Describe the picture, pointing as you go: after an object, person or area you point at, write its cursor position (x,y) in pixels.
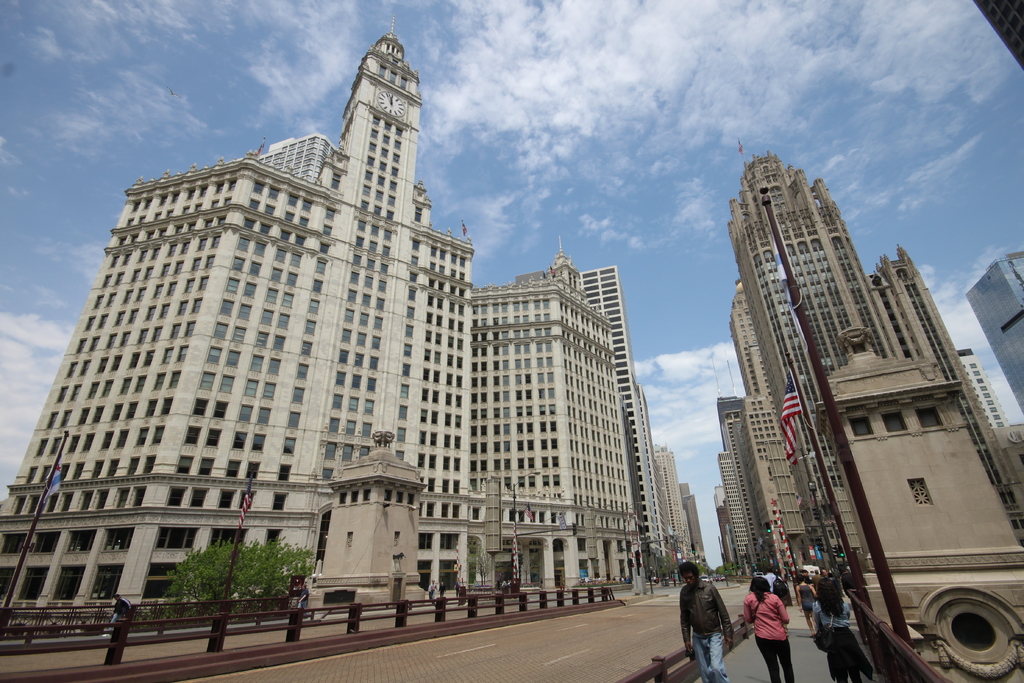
In this image we can see a group of buildings (496,336). In front of the buildings (177,541) we can see a few trees (210,582) and persons (709,596). At the bottom (875,622) we can see barriers (893,653) and poles (843,535) with flags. At the top (914,117) we can see the sky (515,109).
